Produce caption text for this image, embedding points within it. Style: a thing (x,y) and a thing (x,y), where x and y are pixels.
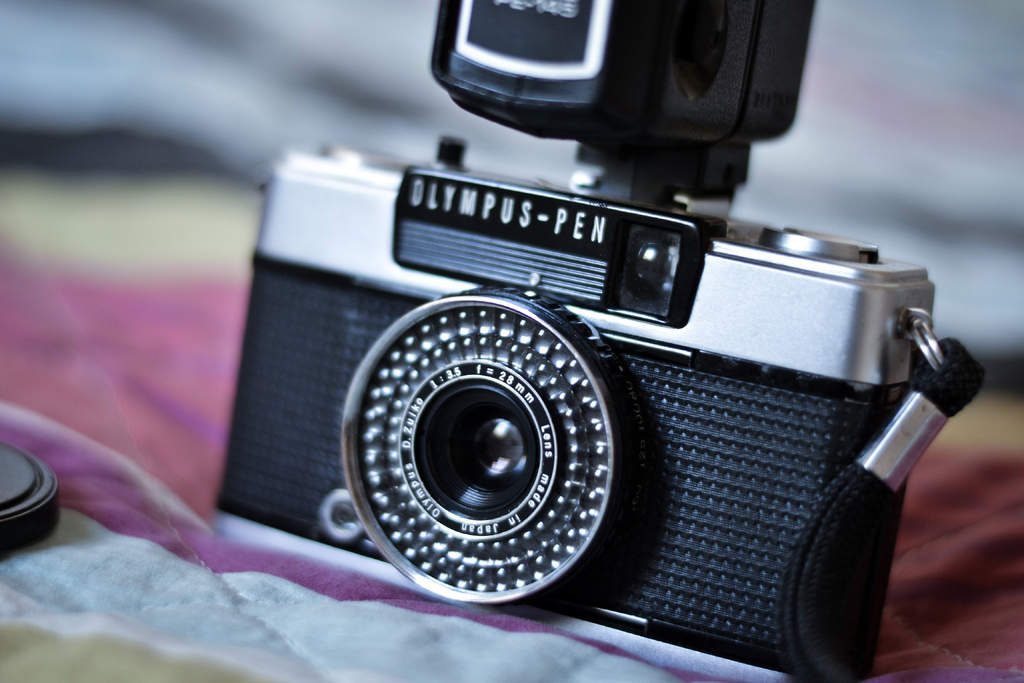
In the center of the image (582,297) a camera (447,312) is present on cloth (271,576). In the background (374,111) the image is blur. On the left side of the image (31,483) an object (47,495) is there.
